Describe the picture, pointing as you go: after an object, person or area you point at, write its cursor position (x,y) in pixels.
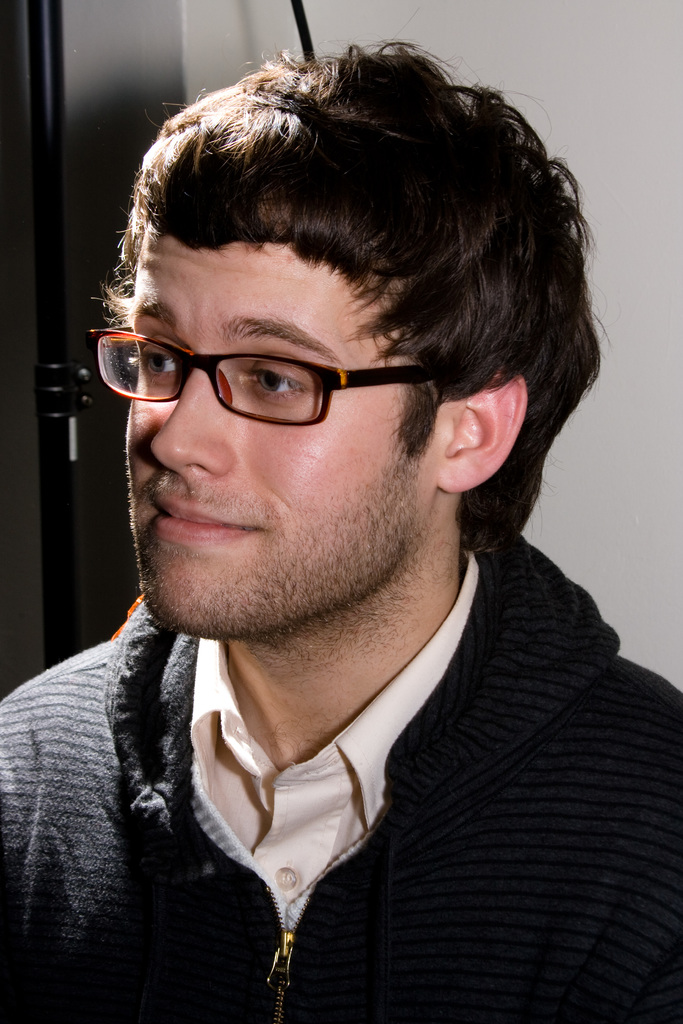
In this picture there is a man (490,833) who wear a black jacket (545,877) and he has spectacles (282,382). And on the background (625,93) there is a wall (628,90).
